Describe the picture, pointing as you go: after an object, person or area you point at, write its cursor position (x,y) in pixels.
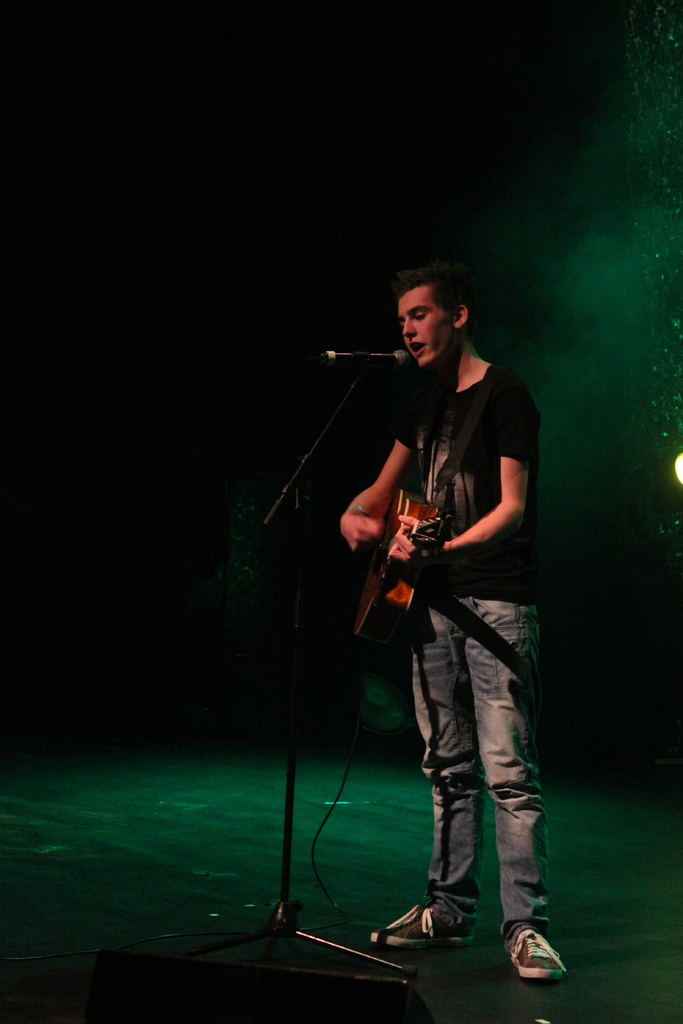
In the picture we can see a man (538,903) standing and playing a musical instrument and singing a song in the microphone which is on the stand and he is in black T-shirt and behind him we can see dark.
